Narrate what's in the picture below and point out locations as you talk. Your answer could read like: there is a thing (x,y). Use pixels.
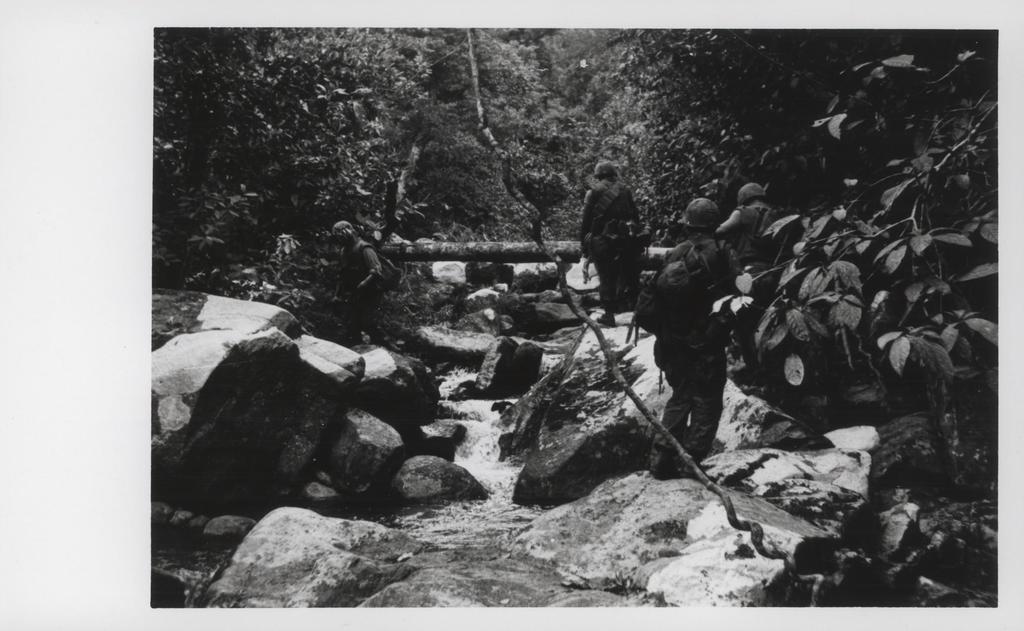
In this picture we can see rocks (400,367), water (450,401) and some people (707,241) wore helmets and carrying bags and in the background (318,232) we can see trees (548,200).
